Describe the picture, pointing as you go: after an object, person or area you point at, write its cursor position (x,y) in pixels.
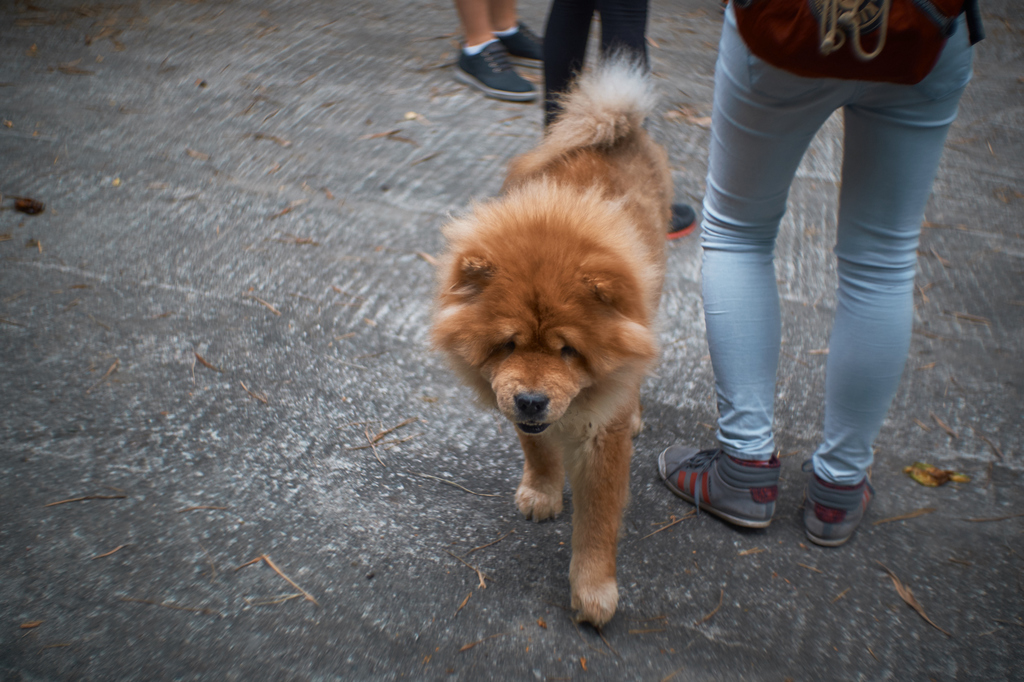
There is a brown dog (545,275). Near to the dog (516,212) there are many people (485,27). Person (772,81) on the right side (827,39) is wearing a bag (830,21).
